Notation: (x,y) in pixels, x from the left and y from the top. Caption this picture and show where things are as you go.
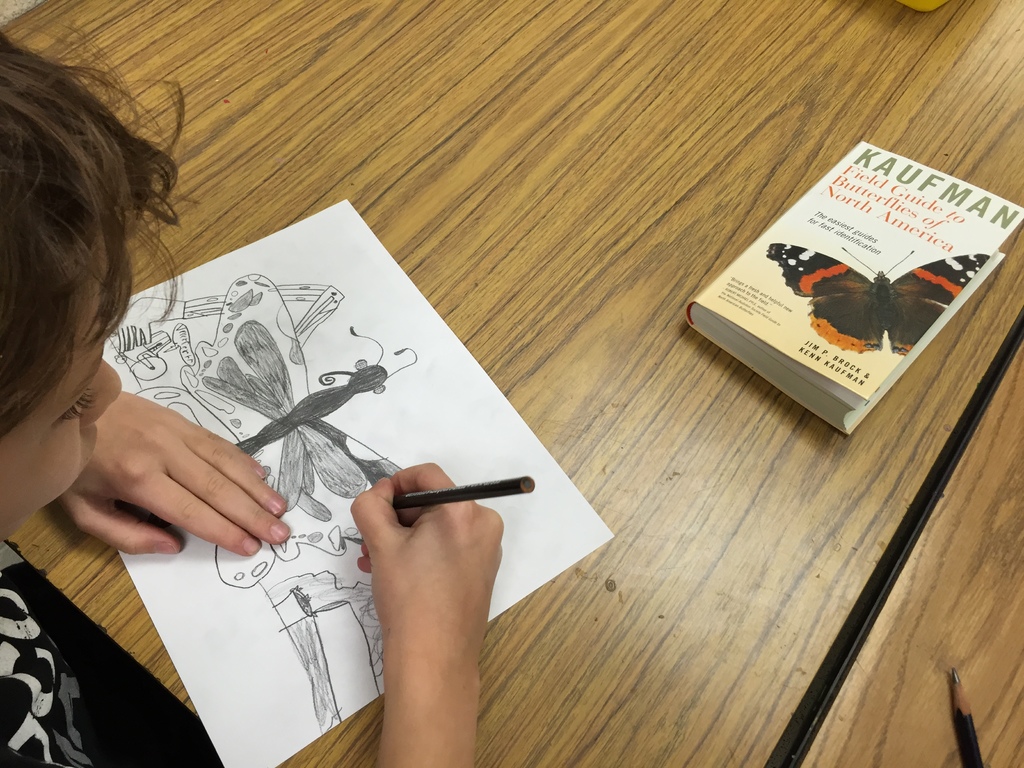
In this image there is a kid (82,352) drawing a sketch (325,465) on a paper (277,482) by using a pencil (406,497) on the table (495,324). On the table (489,336) there is a book (795,356) and a pencil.
